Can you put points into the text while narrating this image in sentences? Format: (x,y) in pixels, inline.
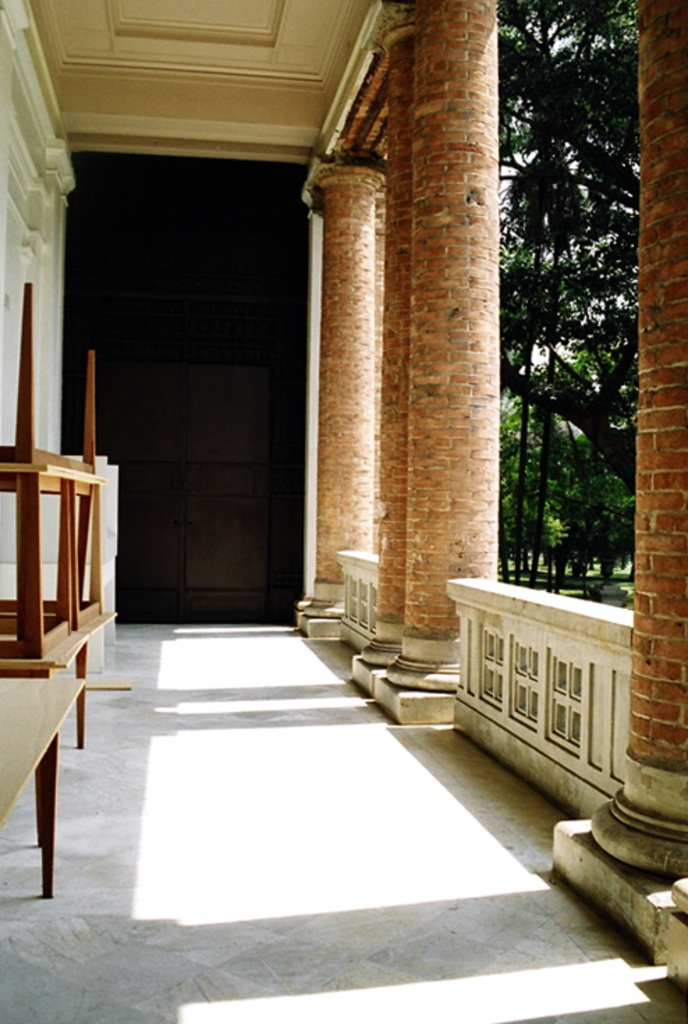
On the left side of the image (50,625) there are tables (37,579), on the right side of the image (572,707) there are pillars (434,645) and a concrete fence (517,641), in front of the image there is a closed door (226,385), on the right side of the image (569,293) there are trees (514,272).
